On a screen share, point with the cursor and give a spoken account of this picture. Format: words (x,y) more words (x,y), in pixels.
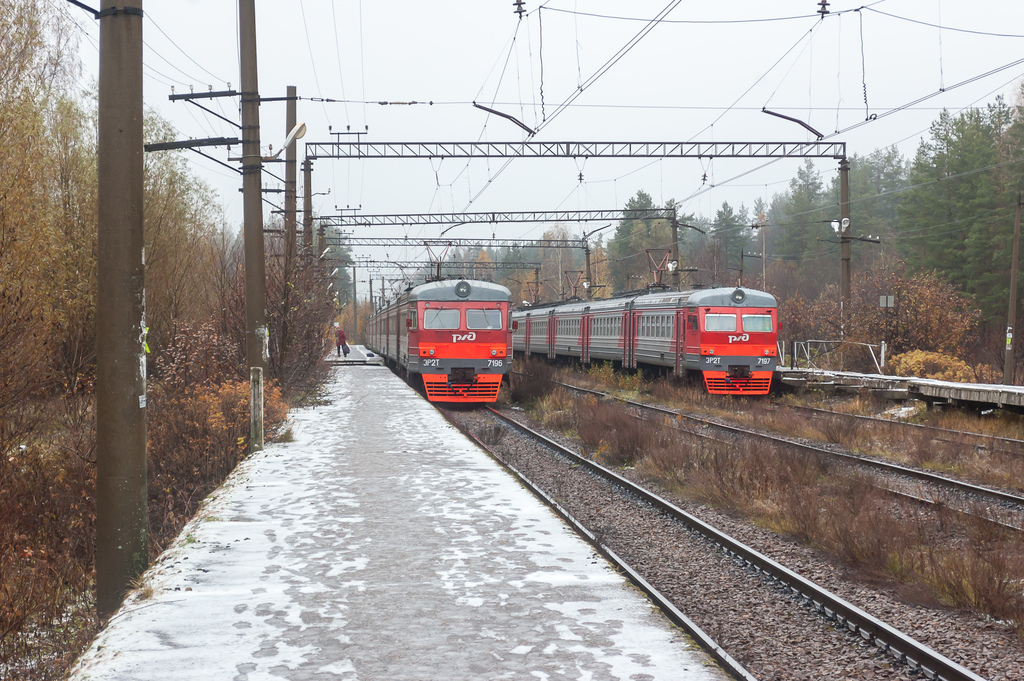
In this image there are two trains (666,329) on the track (997,510). On the track (1008,497) there are pebbles (647,518). On both sides of the image there are poles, trees (342,315). The sky (367,12) is cloudy.
